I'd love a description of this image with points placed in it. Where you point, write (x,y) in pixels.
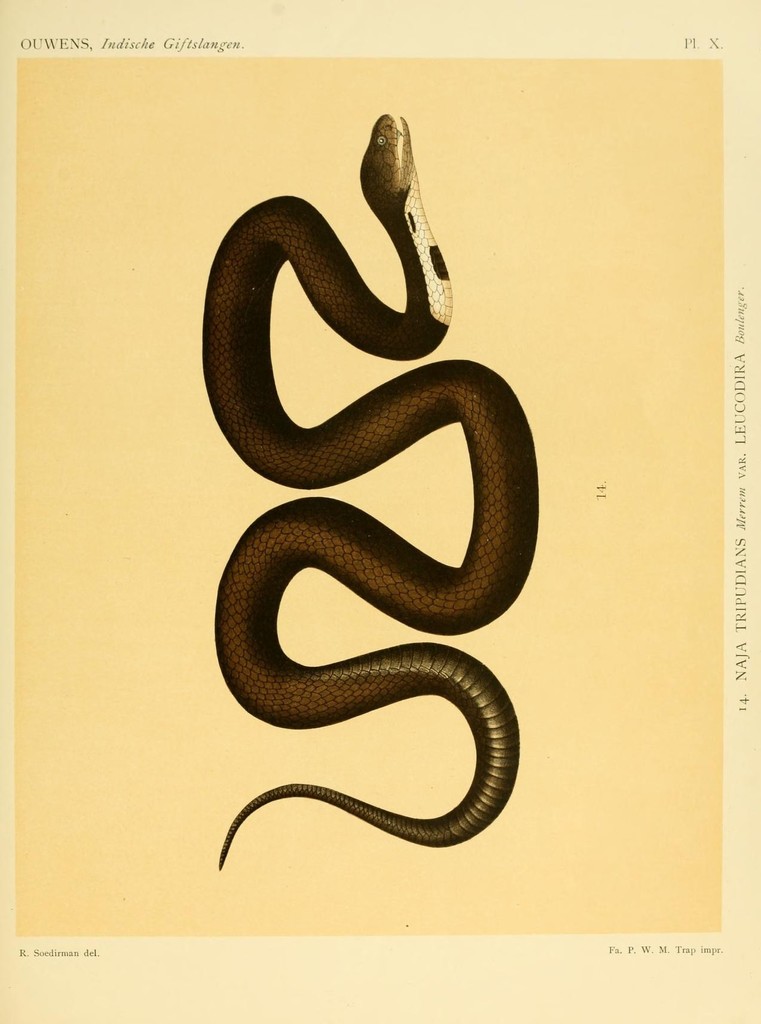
In this picture, we see the snake (327,459) is drawn on the paper (326,206). It is in brown color. We see some text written on the paper (548,473).
